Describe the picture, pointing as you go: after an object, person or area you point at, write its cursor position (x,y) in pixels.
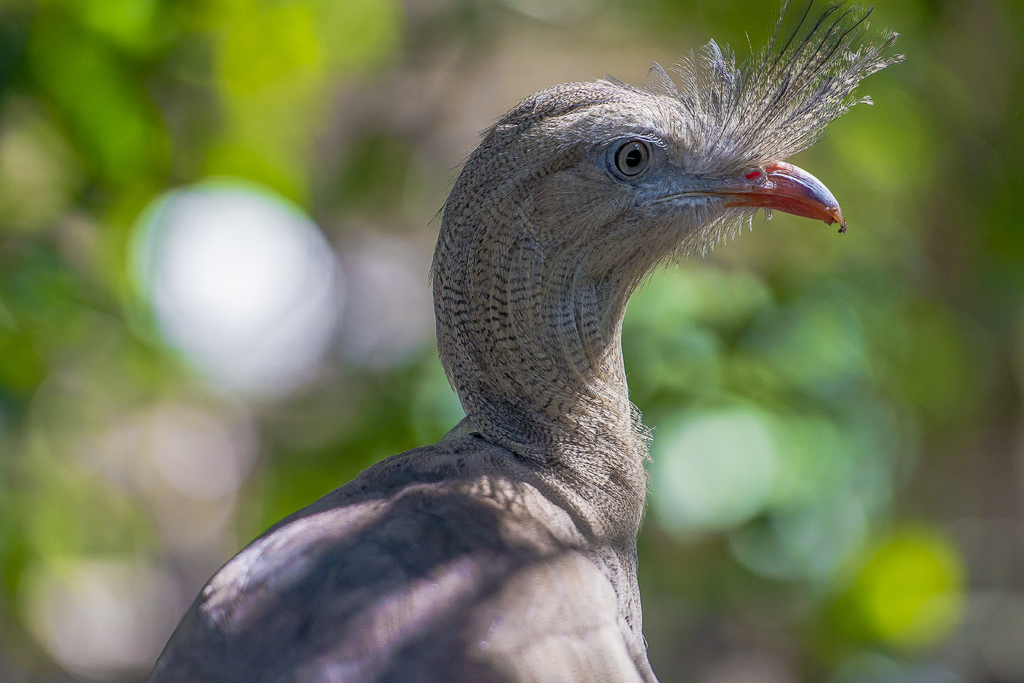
In this image I can see a bird (579,359) which is in grey and white color. Background (262,67) is in green color and it is blurred.
